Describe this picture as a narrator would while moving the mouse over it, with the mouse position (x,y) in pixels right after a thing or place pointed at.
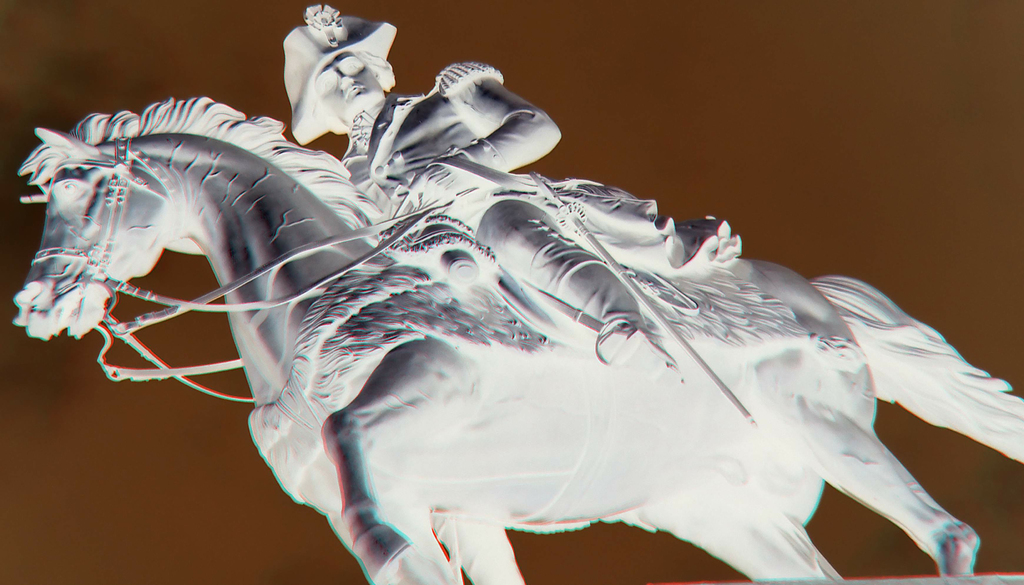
This image consists of a sculpture (501,352) of a horse (486,422) and a person (476,192). The background (920,236) is light brown in color. This image is taken may be in a hall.
